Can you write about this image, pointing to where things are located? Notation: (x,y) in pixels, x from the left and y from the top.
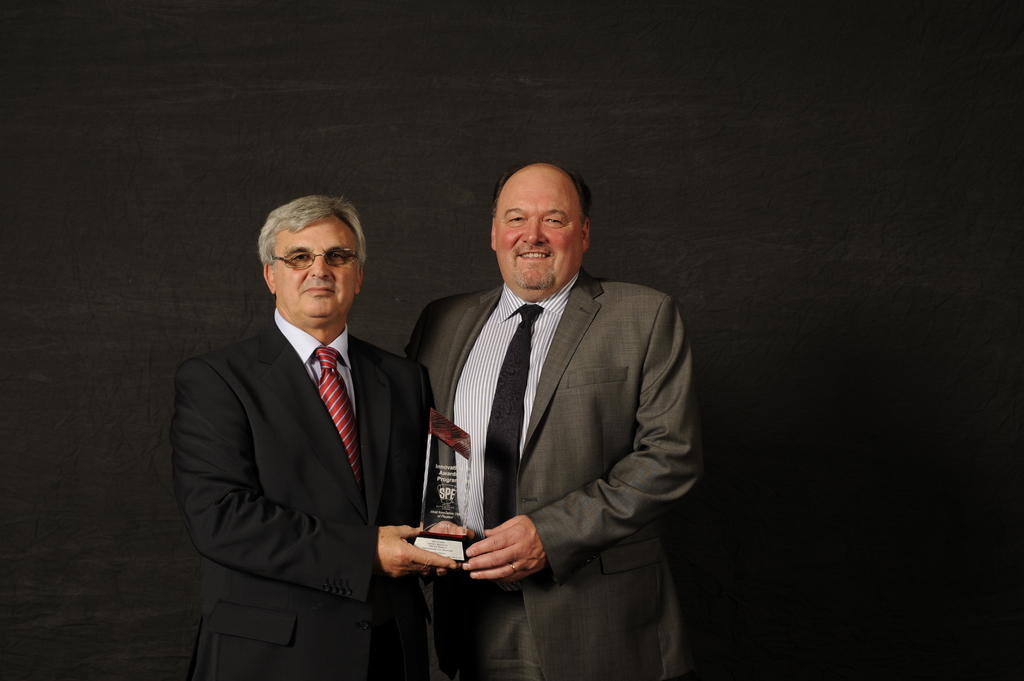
In this image there are two persons (380,424) wearing suit (561,455) and tie (507,368) standing and holding a award (443,430) in their hands (417,533), in the background (854,300) there is a wall (837,521).
